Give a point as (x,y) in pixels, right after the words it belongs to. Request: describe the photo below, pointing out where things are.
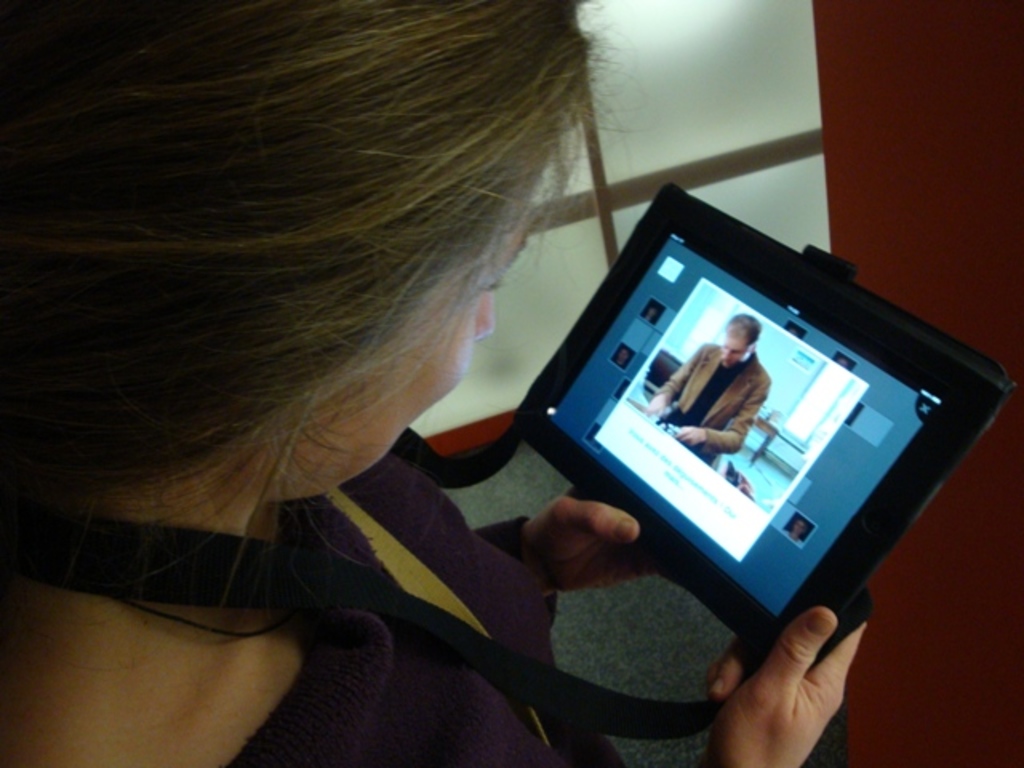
In the picture we can see a woman (439,674) standing and holding a note tab (882,506) and smiling, looking at the screen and in front of her we can see a wall (984,630) and beside her we can see a glass window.
